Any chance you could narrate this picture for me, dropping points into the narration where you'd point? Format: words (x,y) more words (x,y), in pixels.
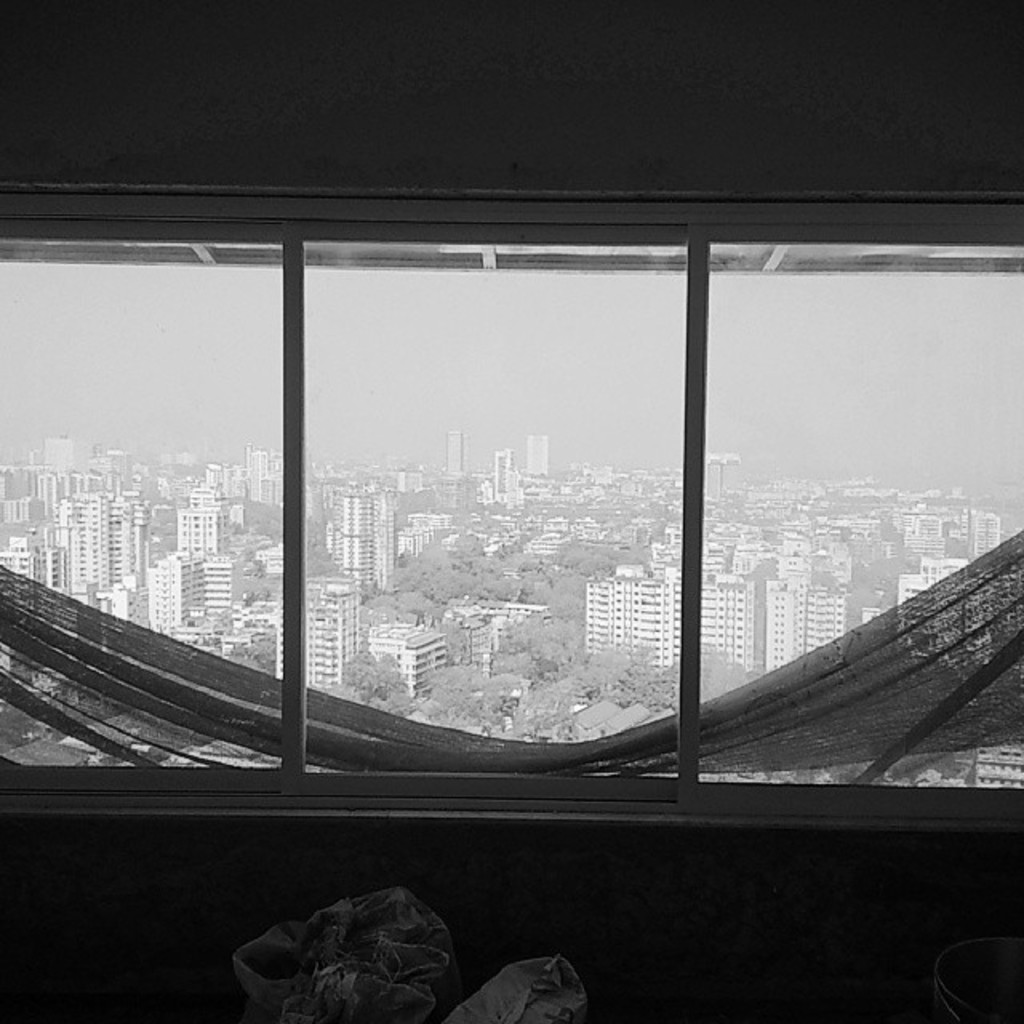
In this image we can see there is a window (407,810) and the wall (620,836) and through the window (296,600) we can see there are buildings (463,472), trees (435,580), bags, cloth (412,743) and the sky (543,365).
